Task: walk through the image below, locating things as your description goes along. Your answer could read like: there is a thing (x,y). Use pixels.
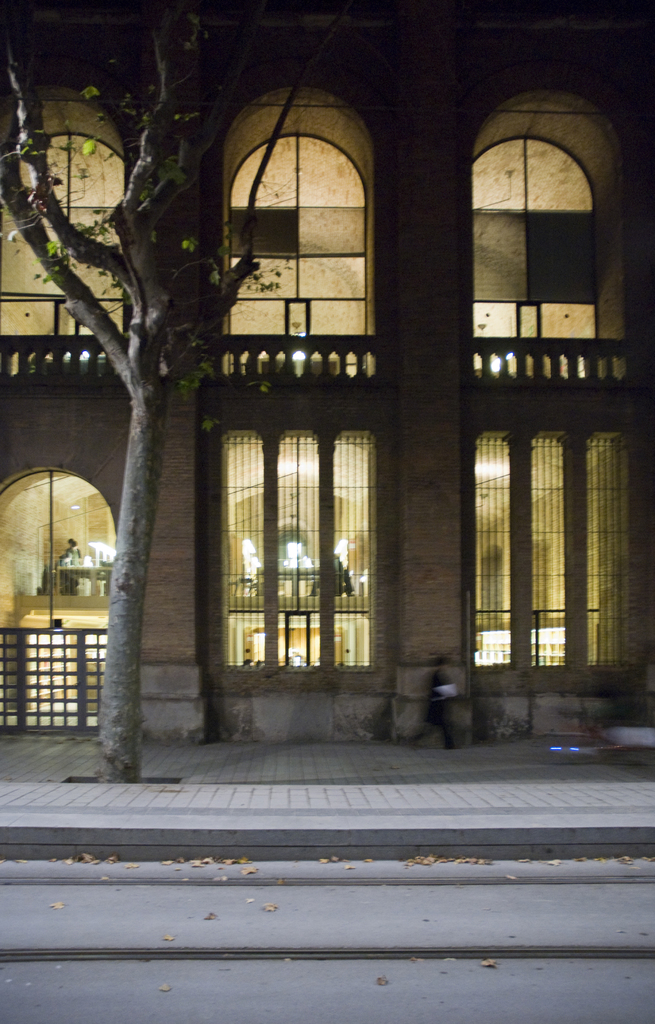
This image consists of a building (301,530). It has windows (238,555). There are lights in this image. There is a tree (131,667) on the left side (150,142).
